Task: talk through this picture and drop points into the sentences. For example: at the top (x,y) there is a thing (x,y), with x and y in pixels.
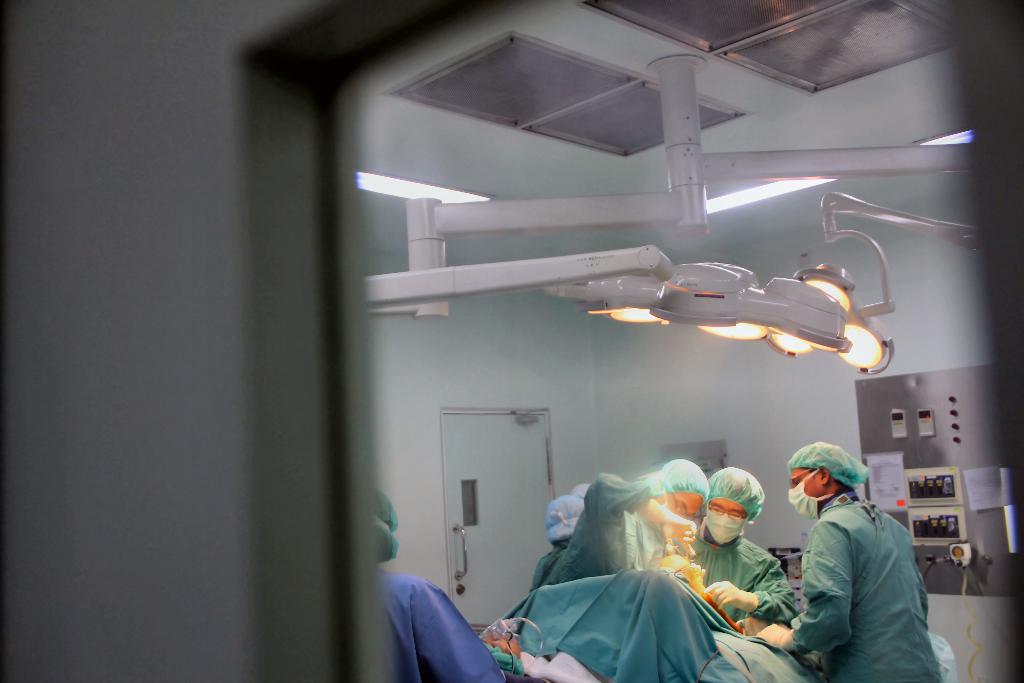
In this image we can able to see three persons (807,563) operating another person (632,626), and the person (602,657) is lying on the bed (619,648) wearing a oxygen mask (509,625), and these persons (712,551) are wearing masks (795,510) to their nose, and there is a board (899,440) that contains pictures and papers (881,470) stick on it, and there is a door (526,432) and here we can able to see stand light (687,321).
